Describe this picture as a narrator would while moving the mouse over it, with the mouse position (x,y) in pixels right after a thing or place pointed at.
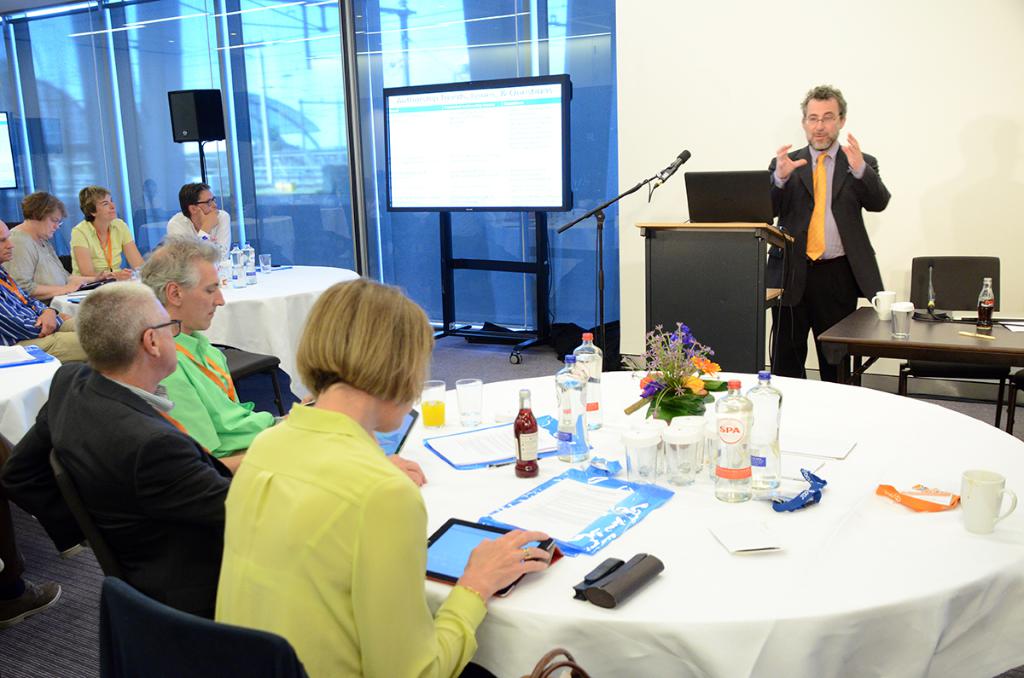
In this image we can see people (264,574) are sitting around the tables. There are tablets (454,566), bottles (723,477), glasses (682,460), cups (969,498) and flower vase (693,414) on the table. In the background (833,268) we can see a man (838,282) standing at the podium (717,259), monitor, speakers (189,116) and glass windows (270,115).
